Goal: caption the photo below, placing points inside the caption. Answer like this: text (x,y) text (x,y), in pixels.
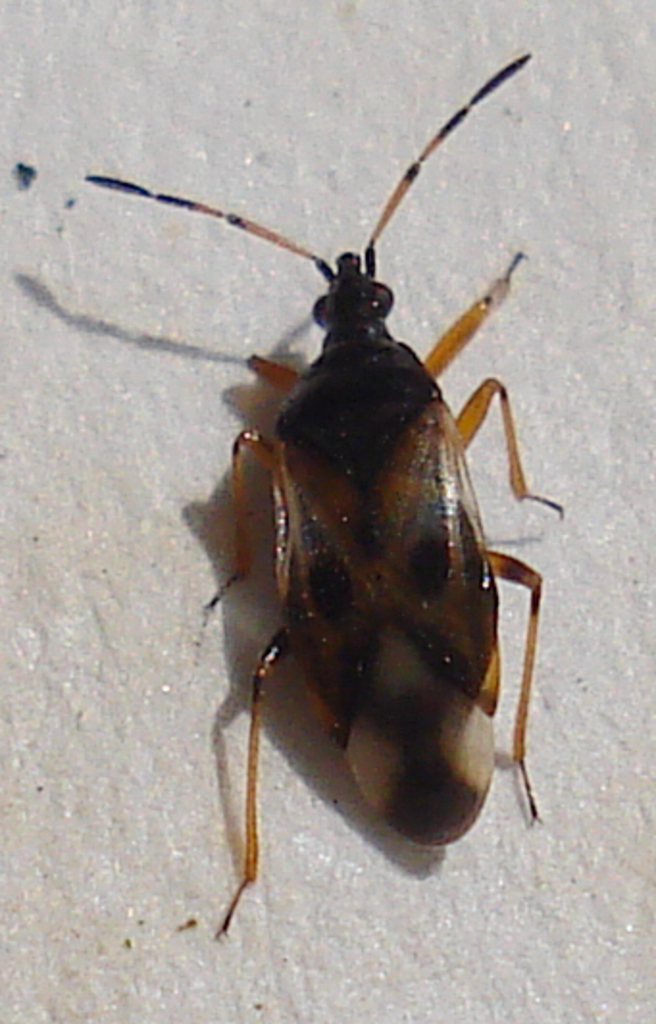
In this picture we can see an insect (301,659) on a surface (210,739).
